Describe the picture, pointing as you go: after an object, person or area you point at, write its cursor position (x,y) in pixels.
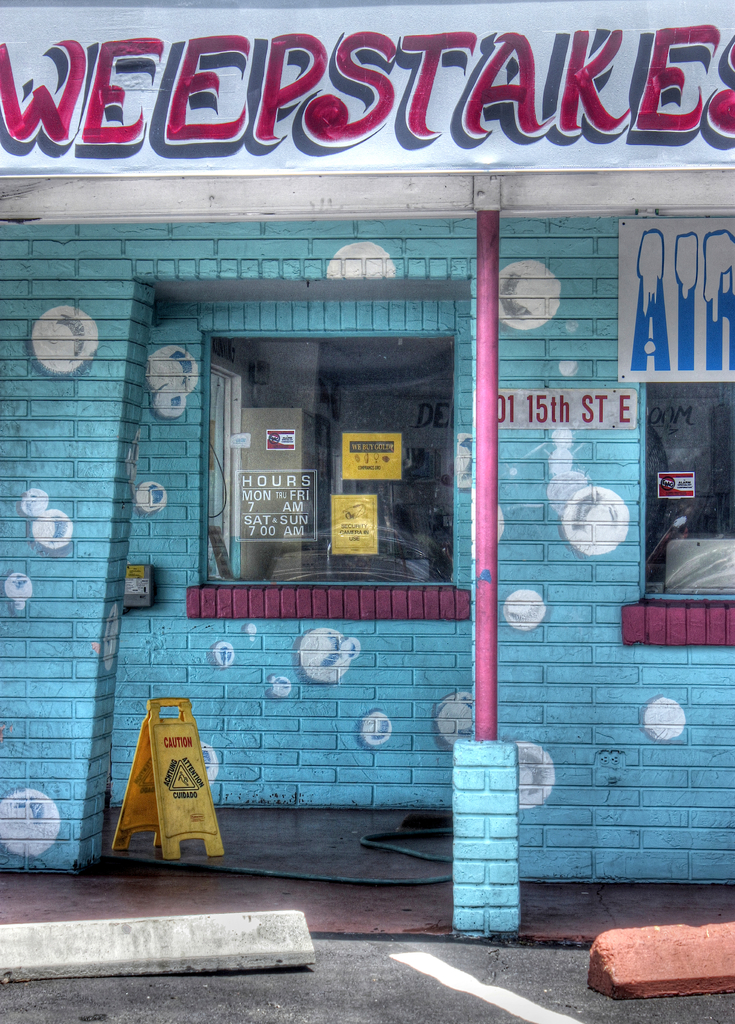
In the image we can see the shop (522,685), made up of bricks (64,625) and these are the glass windows (259,471). We can even see the barricade (162,780) and the poster (311,128) and on the poster (320,117) there is a text (314,105).
